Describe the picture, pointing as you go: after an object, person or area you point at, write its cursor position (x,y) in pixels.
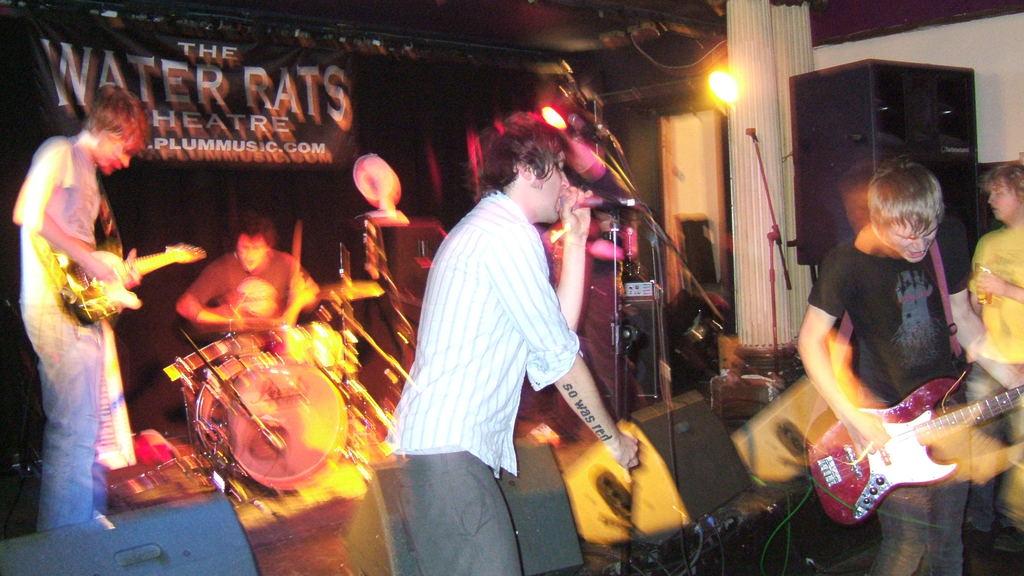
In this picture there are group of people (838,273) who are playing musical instruments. There is a light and a loudspeaker (876,116).
